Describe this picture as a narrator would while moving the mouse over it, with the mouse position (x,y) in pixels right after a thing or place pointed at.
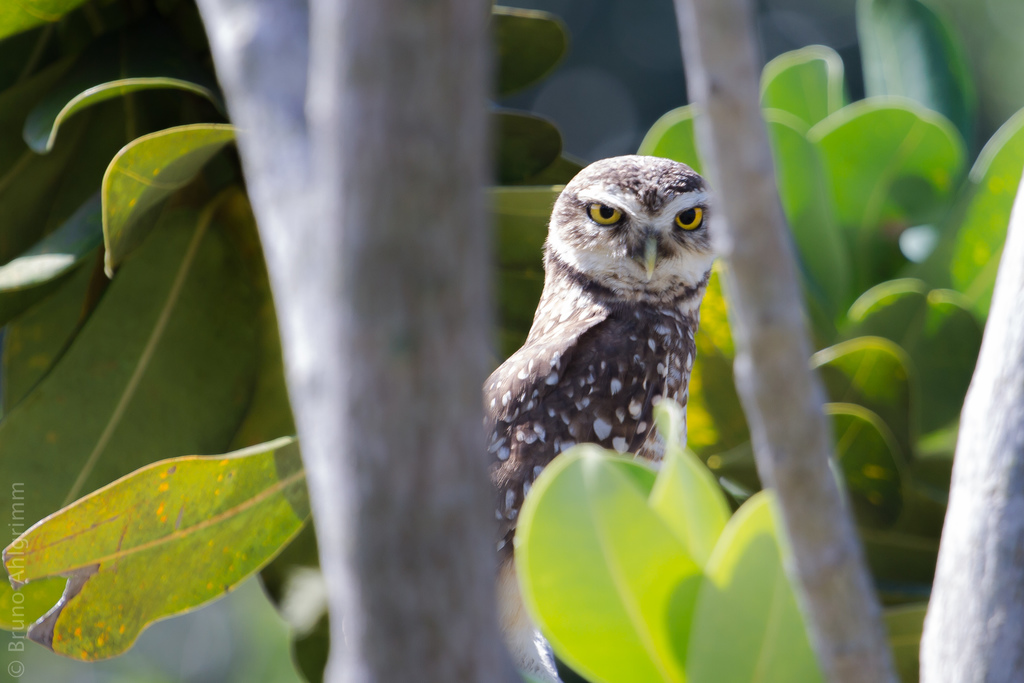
In this image we can see there is a bird (631,364) on the tree (432,461).
